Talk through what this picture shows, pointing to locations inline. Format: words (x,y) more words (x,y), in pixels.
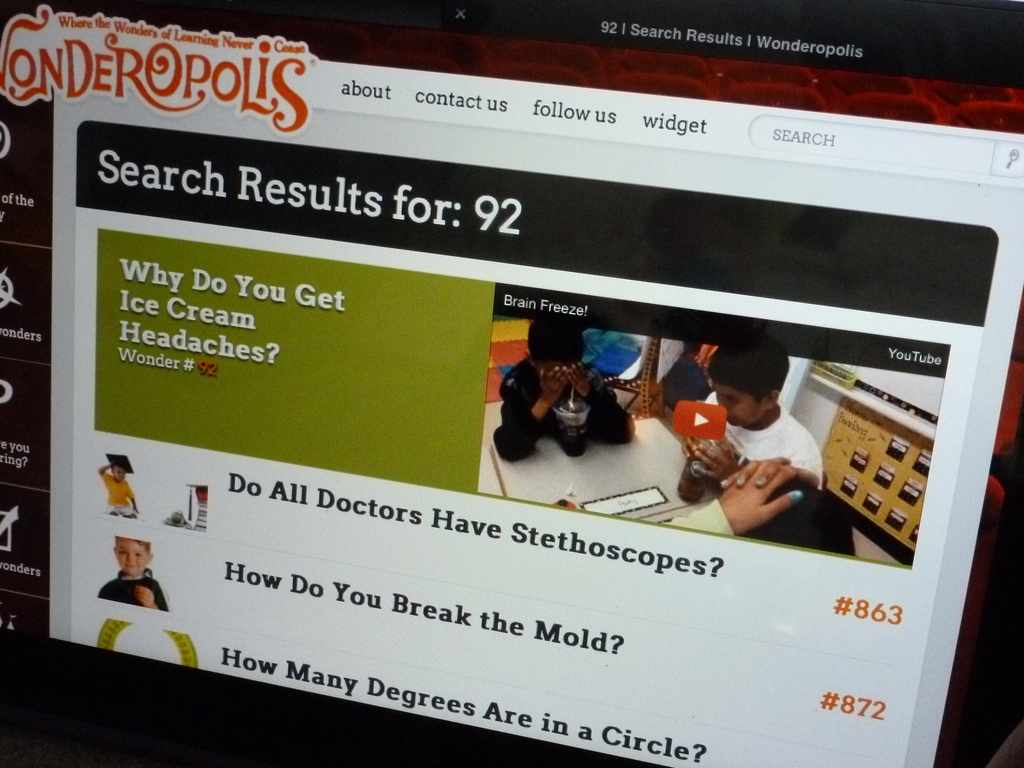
In this picture in the center (407,364) there is a screen (374,472) and in the screen (224,323) there are text (515,532) and images (630,471).
